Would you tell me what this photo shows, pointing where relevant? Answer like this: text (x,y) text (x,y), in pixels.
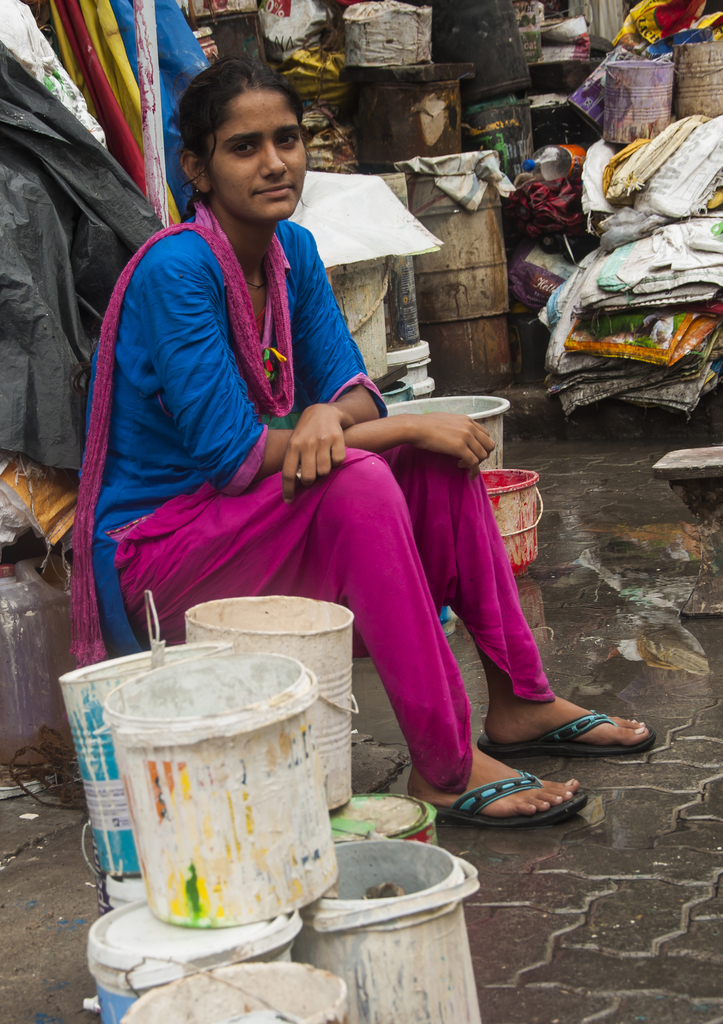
In this image we can see a person (347,491). There are many objects (548,231) in the image. There are few barrels (487,287) in the image. There are few containers (310,982) in the image.
